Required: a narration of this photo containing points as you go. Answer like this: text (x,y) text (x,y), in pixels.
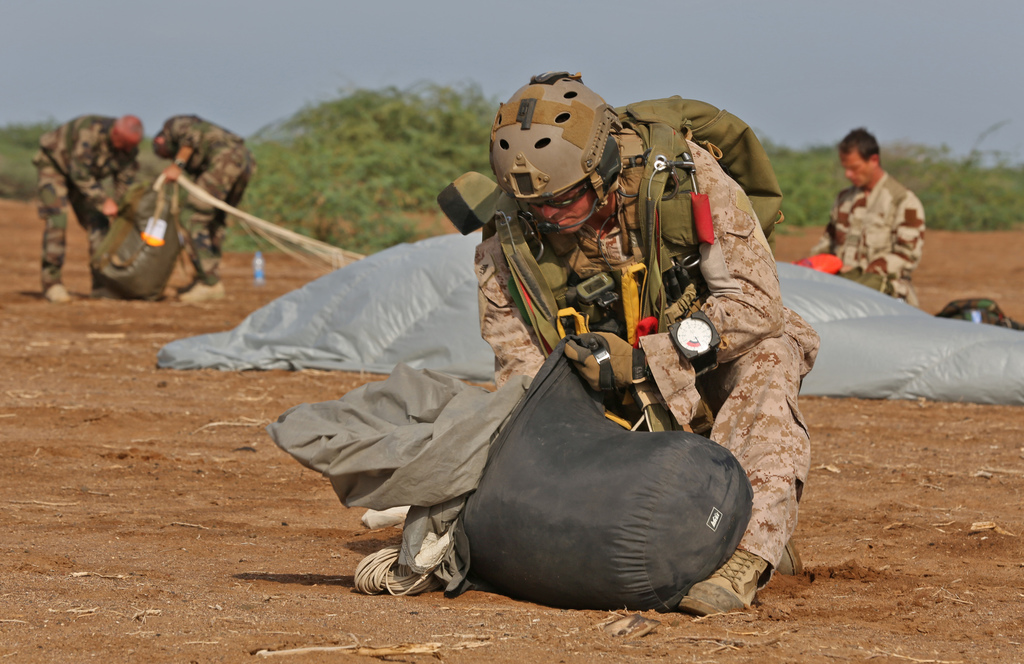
In this picture there is a soldier (748,441) in the center of the image (616,409), by holding a bag (632,466) in his hands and there are other people (46,147) on the left side of the image (52,196), there are trees (374,144) in the background area of the image (324,142).
